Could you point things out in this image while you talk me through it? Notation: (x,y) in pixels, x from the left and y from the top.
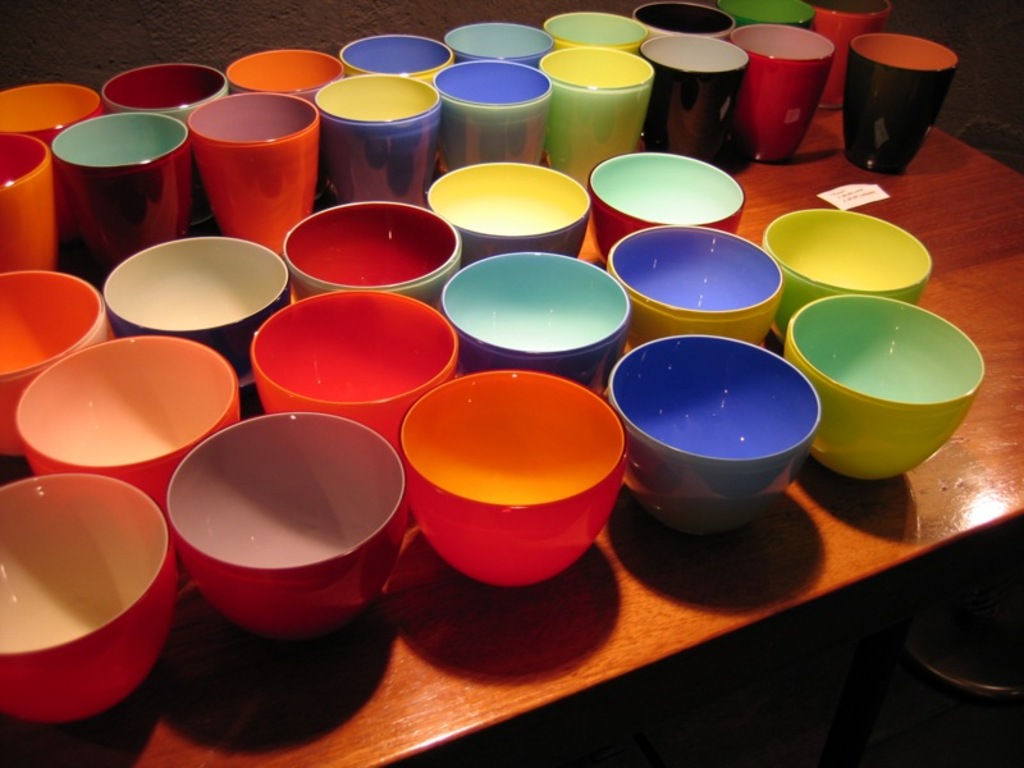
In the center of the image (365,338) there is a table (1003,442) on which there are many cups (446,231) and mugs (273,53).
